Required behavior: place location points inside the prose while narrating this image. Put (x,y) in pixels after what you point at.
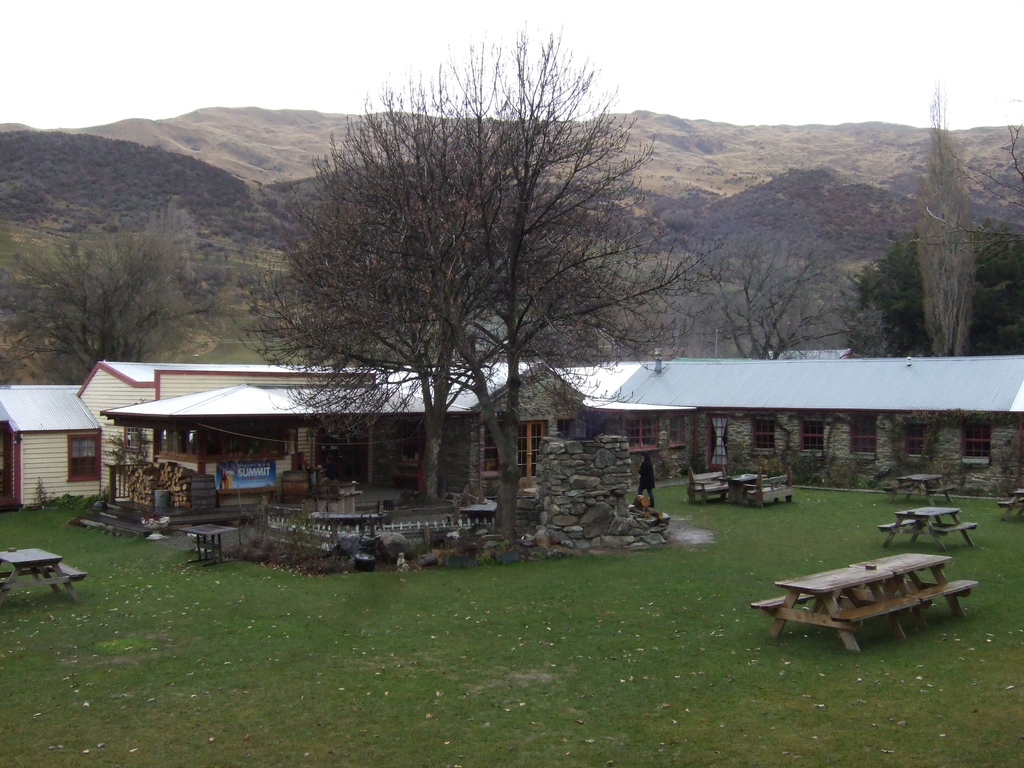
In the center of the image (570,487) we can see a person (652,481) standing on the grass field (683,552), stone wall (582,495), building (412,411) with windows (487,444) and a sign board (242,478) with some text (258,478). In the foreground (846,602) we can see some benches (750,490), table (842,615) and a vessel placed on the ground (853,534). In the background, we can see a group of trees (190,269), hills (154,133) and the sky (166,25).
